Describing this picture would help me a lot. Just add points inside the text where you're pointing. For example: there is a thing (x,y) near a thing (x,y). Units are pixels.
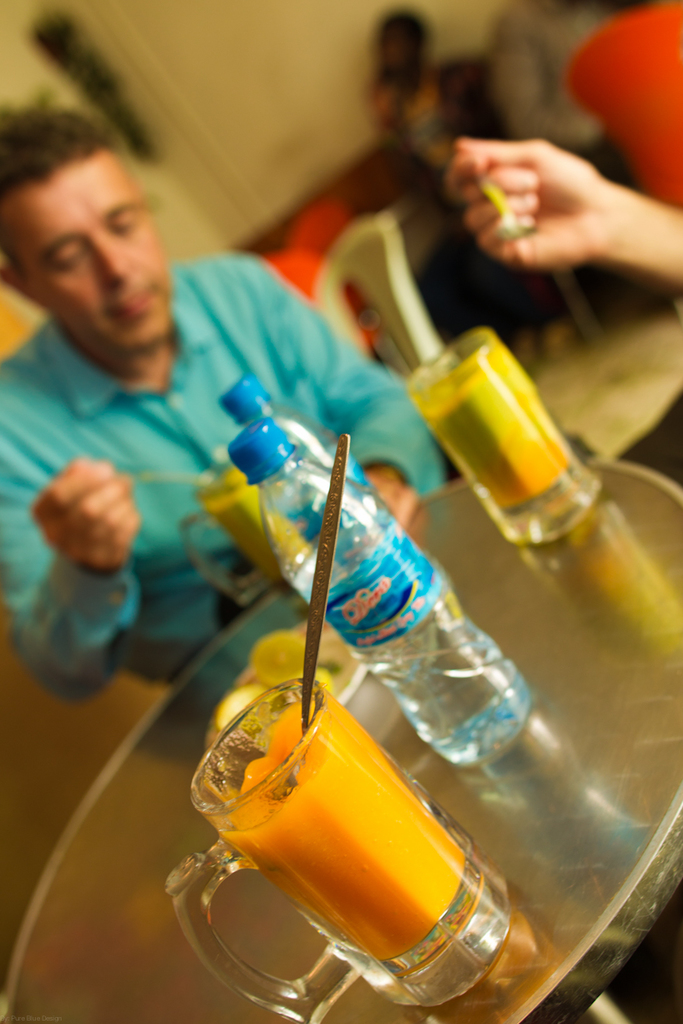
In this image I can see a table (171,1007) in the front (256,569) and on it I can see three glasses (422,1004), two bottles (318,525) and few other stuffs (347,656). In the background (651,284) I can see few people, few chairs (386,253) and in the front (493,240) I can also see two persons (164,452) are holding spoons (503,201). I can also see this image is little bit blurry.
